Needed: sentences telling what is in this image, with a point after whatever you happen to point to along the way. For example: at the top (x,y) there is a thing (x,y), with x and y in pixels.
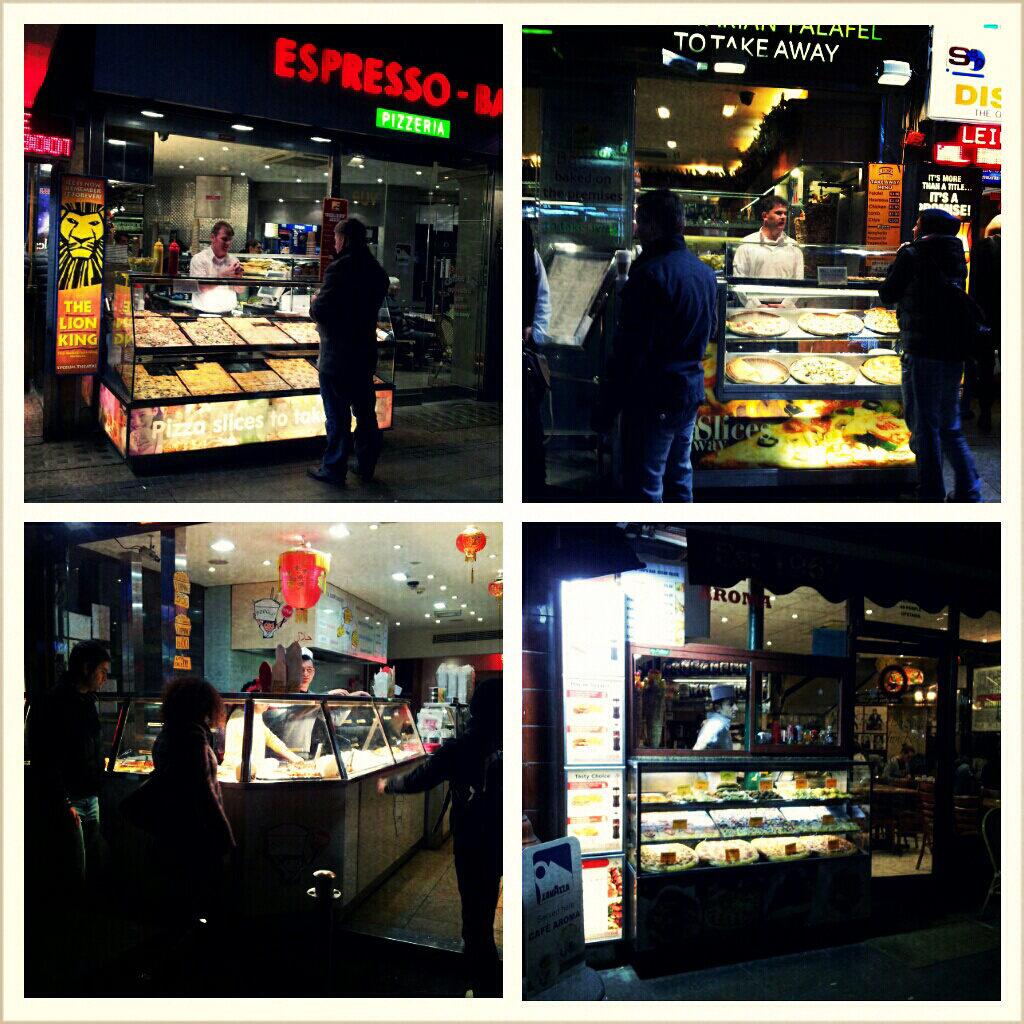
In the picture we can see four photographs (971,890), in the first we can see a shop (297,304) in that we can see a seller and a buyer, in the second picture we can see a seller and two buyers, in the third and fourth pictures we can see a shop (753,806) with some people (138,810).
